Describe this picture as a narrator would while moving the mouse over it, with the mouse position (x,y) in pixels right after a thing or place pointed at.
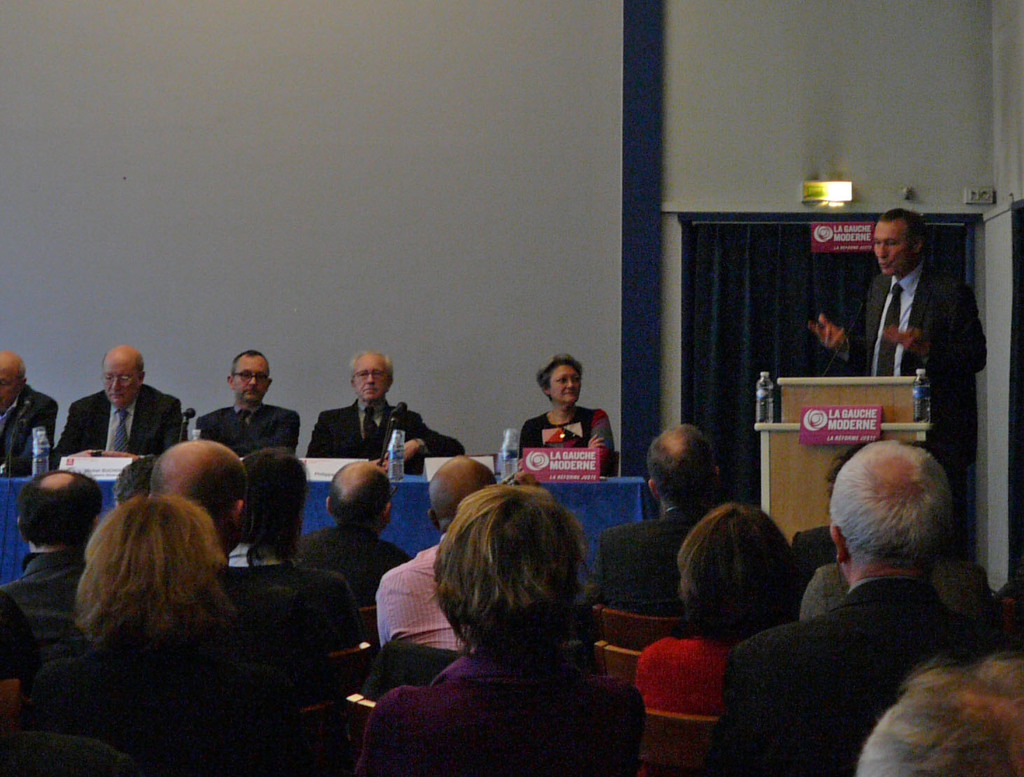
People (570,545) are sitting. A person (972,428) is standing at the right (899,362) back wearing a suit (970,390). There is a microphone (825,367) on a table (827,420) and there are water bottles (921,405). People (216,411) are seated at the back (523,436) and there is a blue table (13,484) on which there are bottles (512,460) and name plates (554,464). There is a curtain (809,237) and boards (837,237) at the right (809,237) back.
